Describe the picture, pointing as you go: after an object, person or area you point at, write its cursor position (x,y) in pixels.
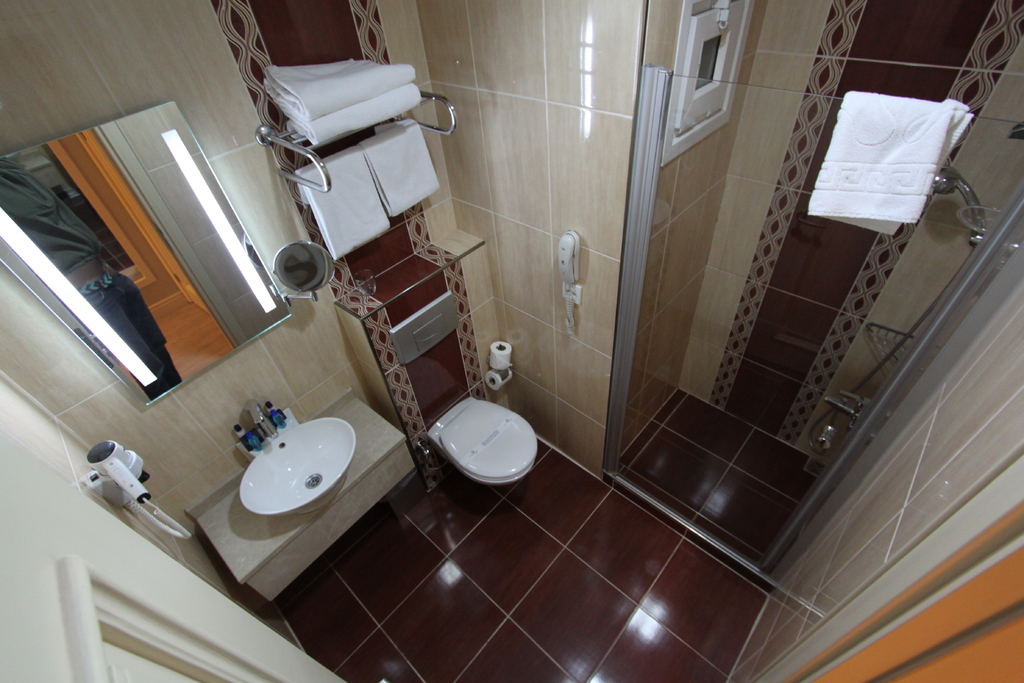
In this image, we can see the commode (453,453), sink (345,442) with tap (262,416), tile wall (234,437), lights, mirrors (201,330), clothes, tissue rolls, rods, pipe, shower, glass door (757,383) and few objects (105,478). At the bottom of the image (635,594), there is a door (227,680) and floor (613,605). On the mirrors (170,231), we can see some reflections (192,273).
